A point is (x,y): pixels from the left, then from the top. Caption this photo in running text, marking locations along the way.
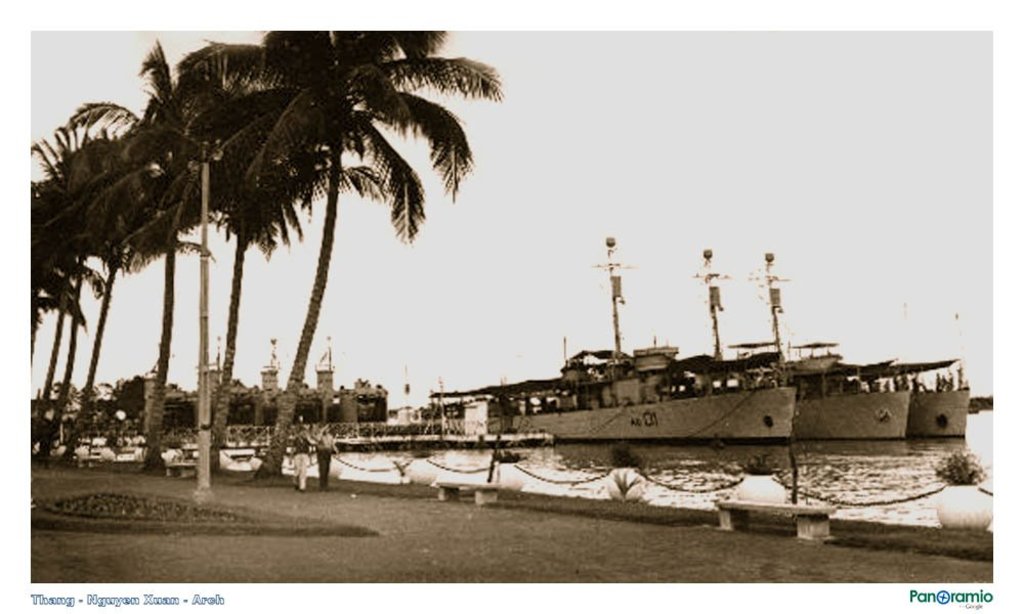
The picture is taken from some website, there are trees (213,421) and behind the trees (226,415) there is a water surface (559,442), on the water surface (747,450) there are ships (779,411).
